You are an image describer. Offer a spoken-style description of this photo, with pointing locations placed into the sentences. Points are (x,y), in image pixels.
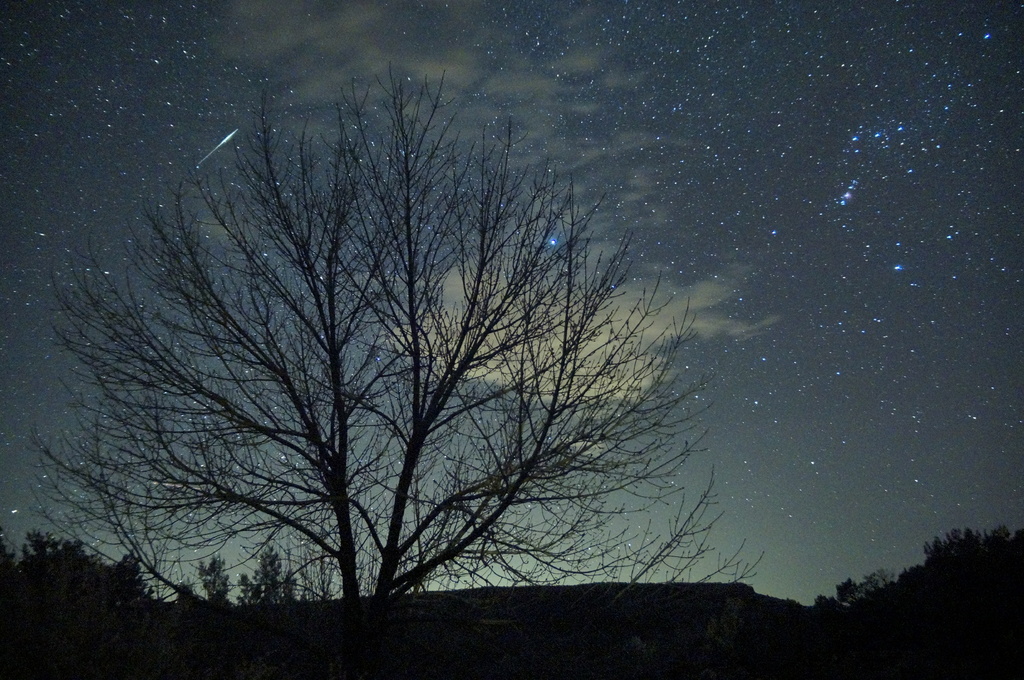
In this picture we can see tree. In the background of the image (786,387) we can see the sky (778,437) and stars (616,111). At the bottom of the image (1009,576) it is dark and we can see leaves (45,584).
